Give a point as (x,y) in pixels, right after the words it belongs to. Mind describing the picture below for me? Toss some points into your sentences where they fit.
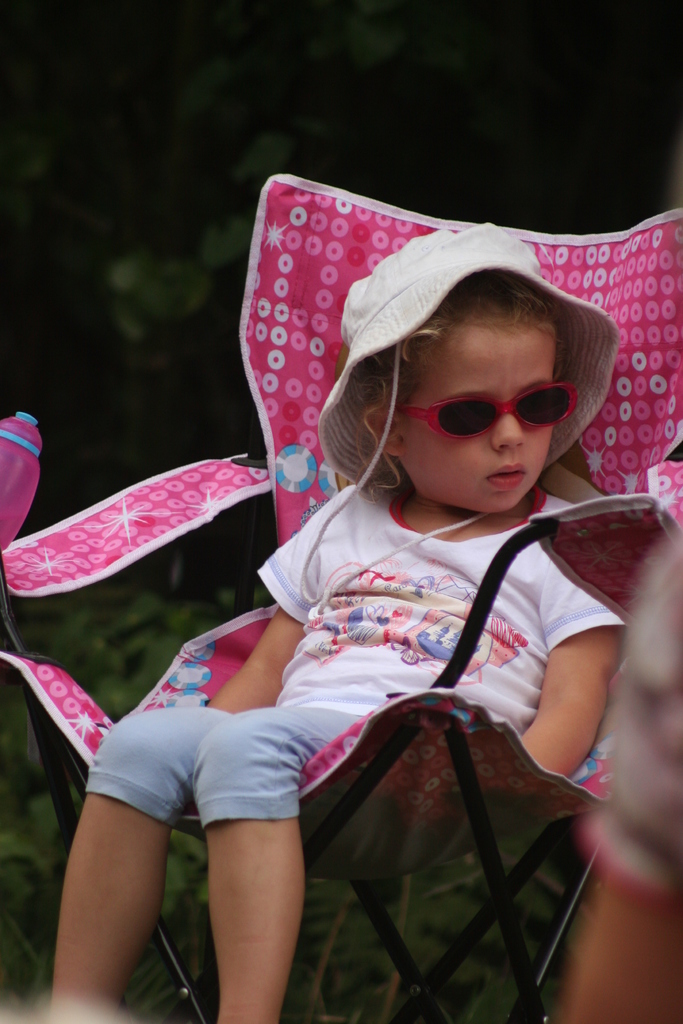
In this picture I can see there is a girl (562,299) sitting on the chair (396,800) and she is wearing a white shirt (340,678), pant (282,742), a cap (561,348) and glasses (464,402) and she is looking at right side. In the backdrop (490,3) it looks like there are plants (235,93) and the backdrop (226,95) is blurred.
